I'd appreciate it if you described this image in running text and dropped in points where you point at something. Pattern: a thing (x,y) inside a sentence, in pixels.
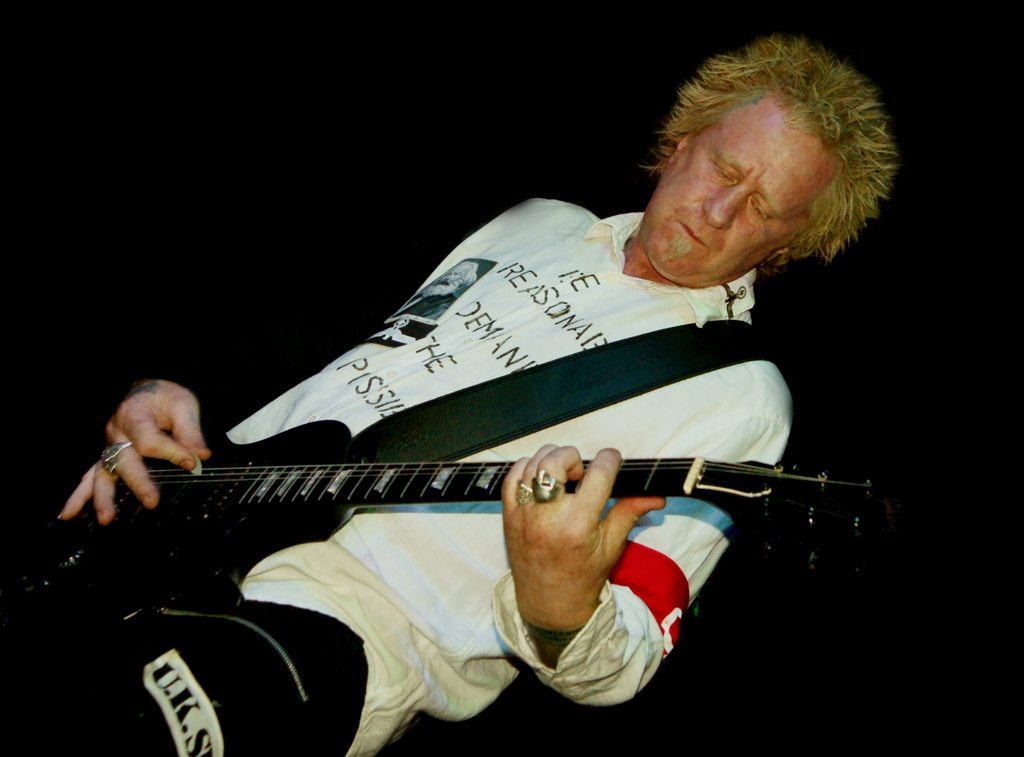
In this picture we can see a man (666,228) standing and playing guitar (421,492). Background (998,520) is very dark.
